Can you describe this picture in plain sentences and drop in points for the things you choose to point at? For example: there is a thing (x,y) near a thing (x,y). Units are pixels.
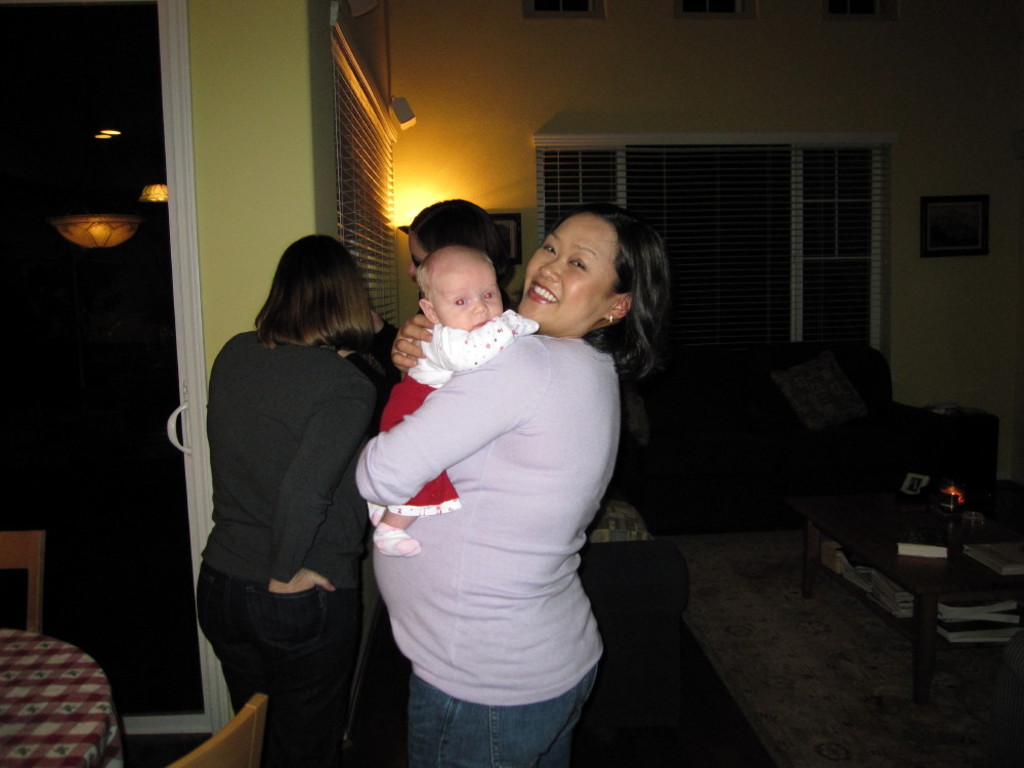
In this image there are three persons (346,403) standing. At the middle of the image (466,406) there is a person (529,535) wearing pink color T-shirt (493,570) holding a baby (406,546) in her hands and at the background of the image (457,163) there is a wall (493,182).
